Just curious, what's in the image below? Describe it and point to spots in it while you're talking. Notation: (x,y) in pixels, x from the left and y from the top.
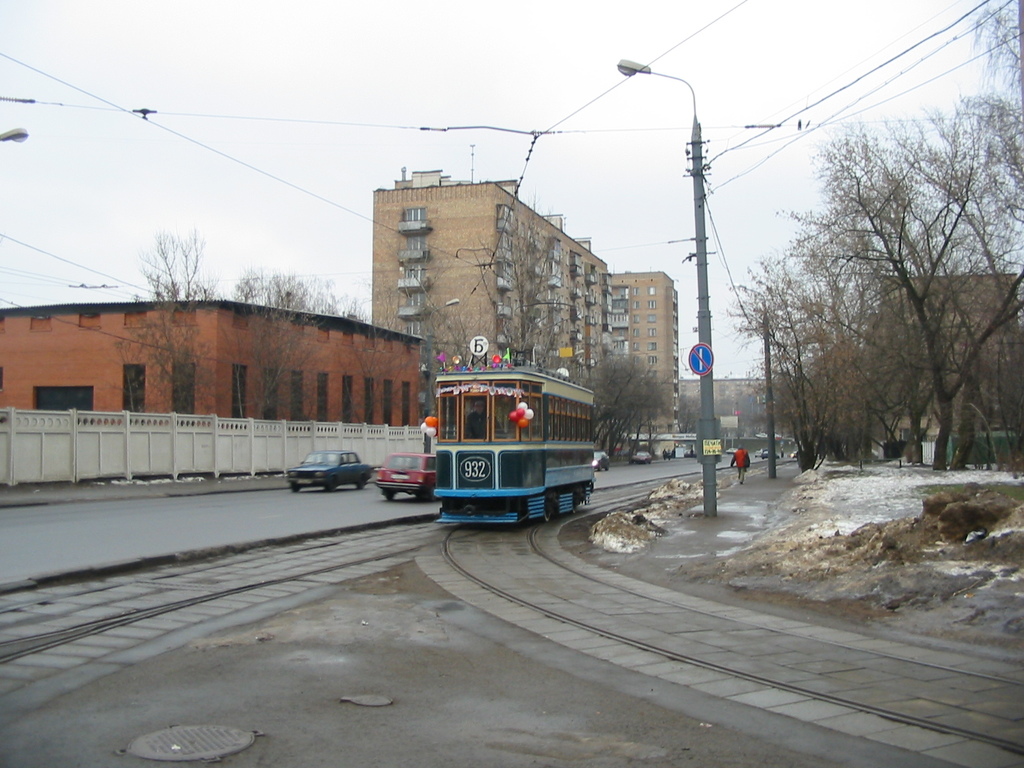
Here we can see a vehicle (551,497) on a track (511,545). In the background (354,389) there are vehicles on the road (128,508), buildings (160,334), bare trees (853,379), light poles (711,369), sign boards (710,353) on the pole (710,428), windows (61,400), electric wires (710,190) and clouds (348,197) in the sky (211,15).
